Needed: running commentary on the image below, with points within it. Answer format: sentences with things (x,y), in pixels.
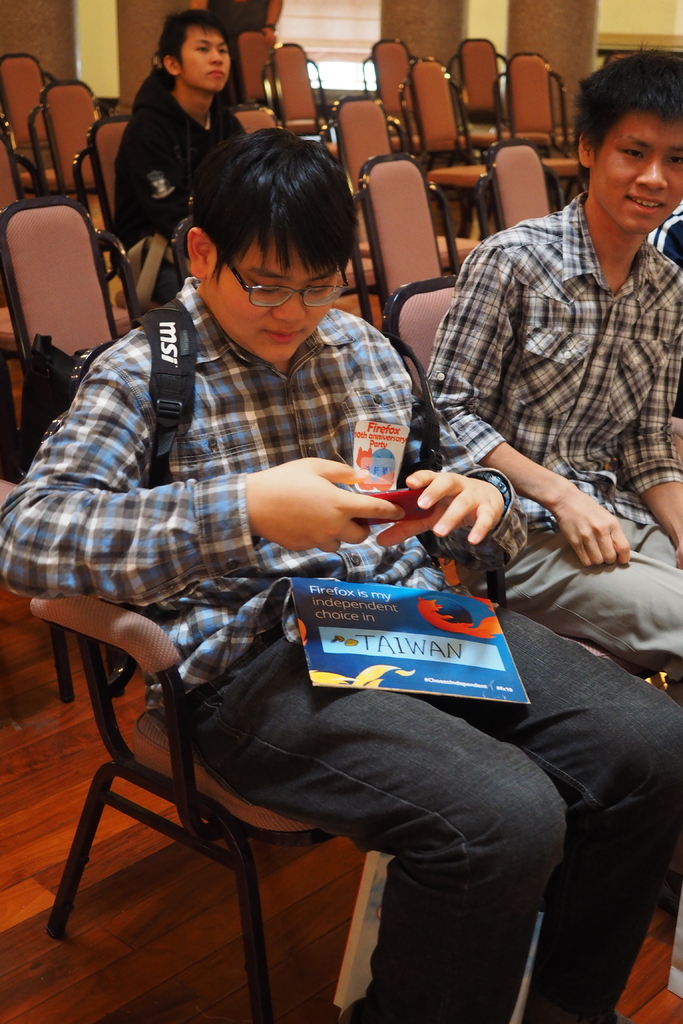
In this image there are group of persons (356,424) who are sitting on the chairs (395,249) in a room (405,180) at the middle of the image (361,383) there is a person (183,493) wearing backpack (157,475) sitting on the chair (169,795).
